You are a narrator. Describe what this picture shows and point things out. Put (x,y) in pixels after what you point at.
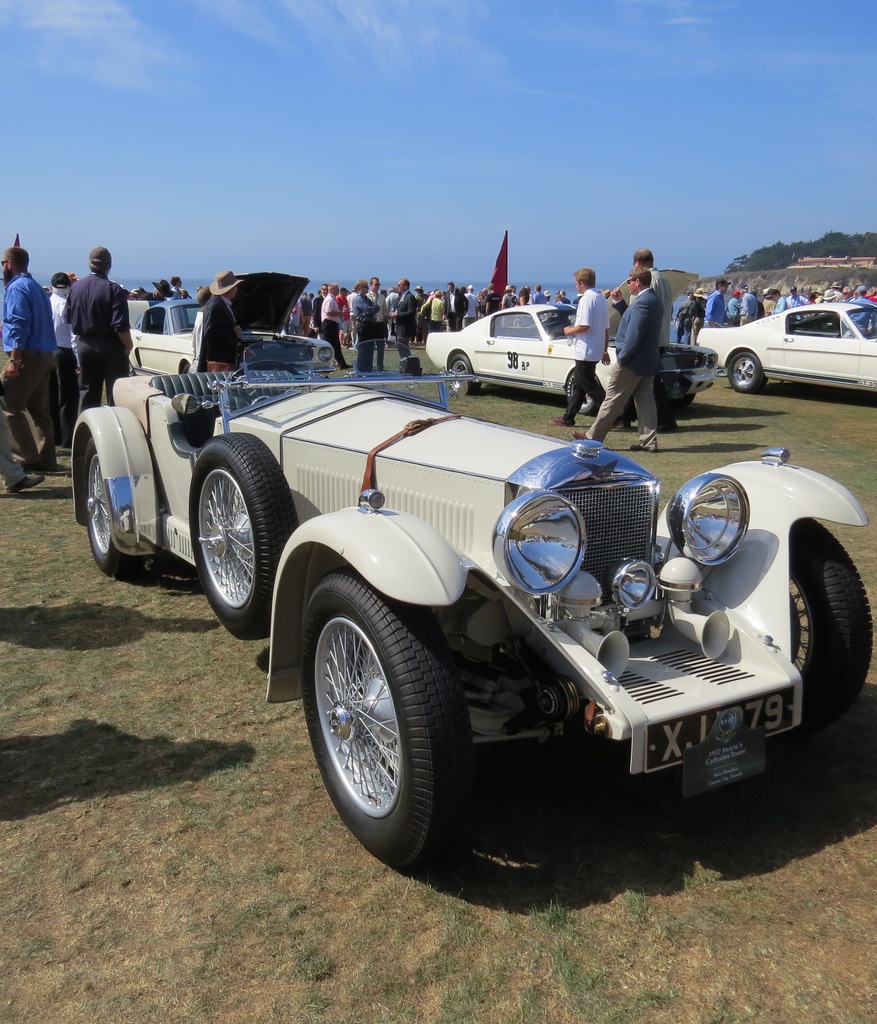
This image is taken outdoors. At the top of the image (334,152) there is a sky (371,122) with clouds (104,42). At the bottom of the image (381,885) there is a ground (145,677) with grass (165,697) on it. In the middle of the image (516,476) a car (486,683) is parked on the ground (481,869). In the background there are a few trees (755,268). There are many people (11,277) standing on the ground (871,427) and there are a few cars (804,331) parked on the ground (835,405). There is a flag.
